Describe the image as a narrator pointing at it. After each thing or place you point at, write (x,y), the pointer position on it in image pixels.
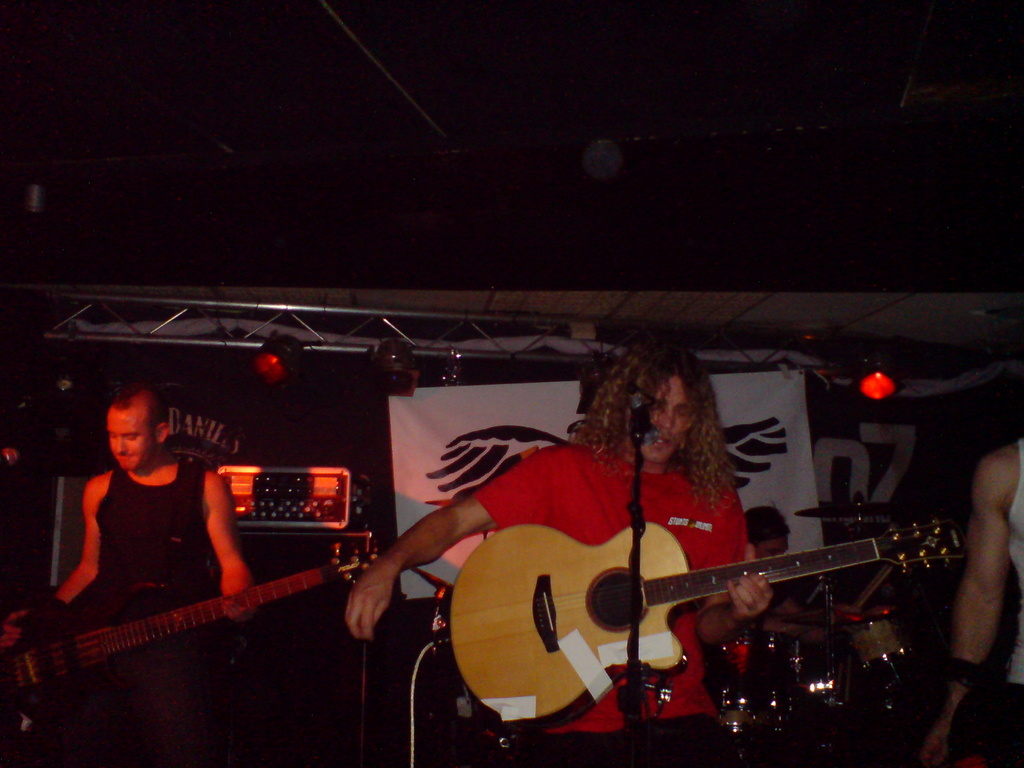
This image is taken in a concert. There are four people (645,475) on the stage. In the left side of the image (203,479) a man (98,564) is standing holding a guitar (100,632) in his hands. In the right side of the image (1019,624) there is a person (1011,712) standing. In the middle of the image (669,461) there are two persons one is holding a guitar (647,623) in his hands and playing the music and the other is sitting and playing the music on drums (767,664). In the background (426,456) there is a banner (488,438) and there are lights (885,387).
